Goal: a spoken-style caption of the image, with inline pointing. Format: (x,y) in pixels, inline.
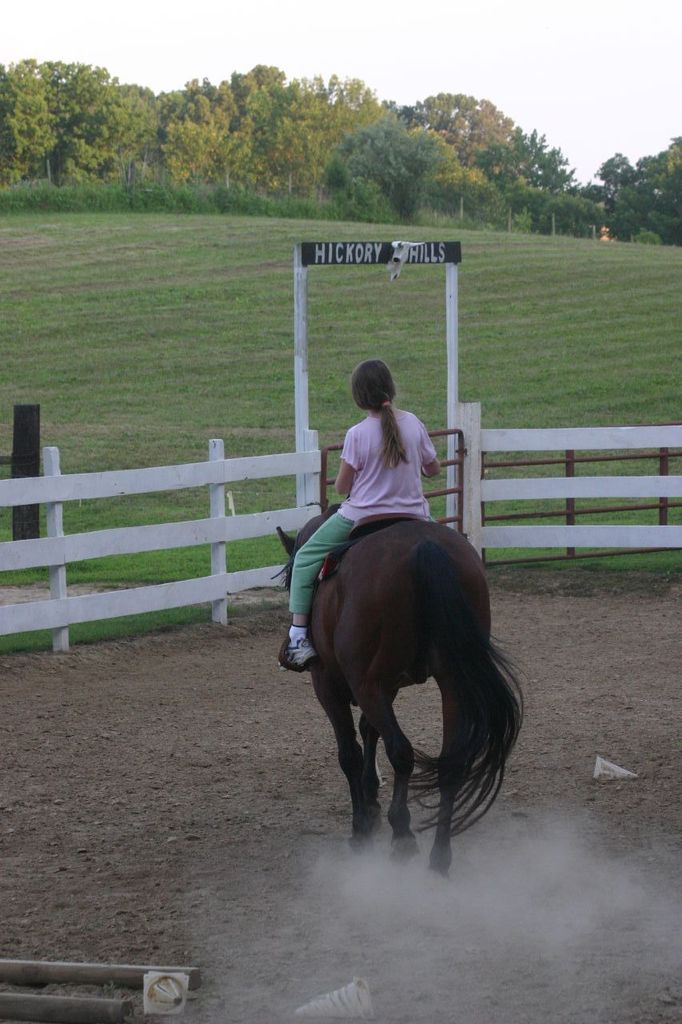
Here we can see a girl (340,478) sitting on a horse (354,587) and in front of her there is a wooden railing (634,431) and trees (320,145) present.
